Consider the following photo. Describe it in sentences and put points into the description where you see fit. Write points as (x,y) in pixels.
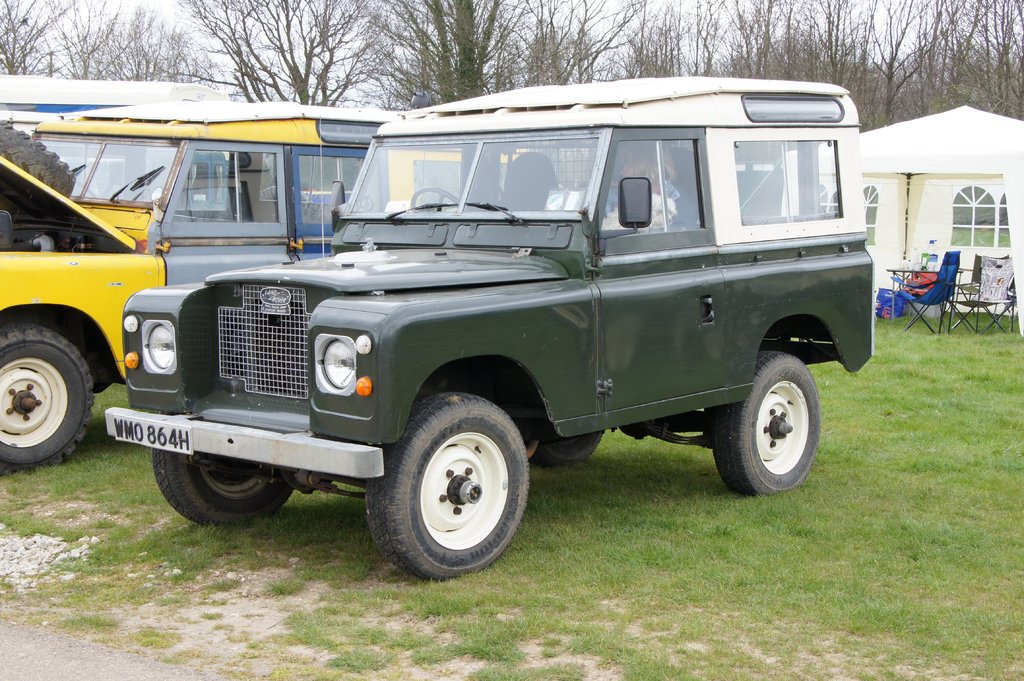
In this image there are two jeeps (228,237) parked on the surface of the grass (832,405), behind the Jeep (804,250) there are chairs (939,284) and a table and a tent (915,152), behind the tent (918,120) there are trees (566,42).
